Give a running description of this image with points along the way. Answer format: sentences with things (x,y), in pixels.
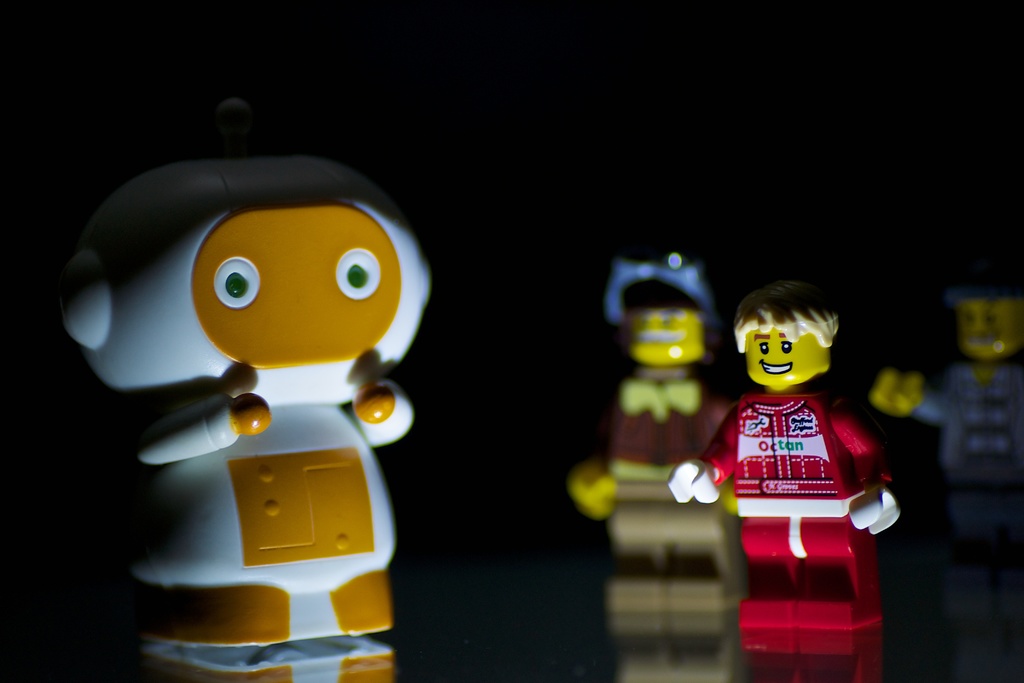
In this picture there are different types of toys (914,401). At the bottom (568,647) it looks like a floor (665,618) and there are reflections (769,633) of toys (657,532) on the floor (752,628). At the back (618,149) there is a black background (667,147).
